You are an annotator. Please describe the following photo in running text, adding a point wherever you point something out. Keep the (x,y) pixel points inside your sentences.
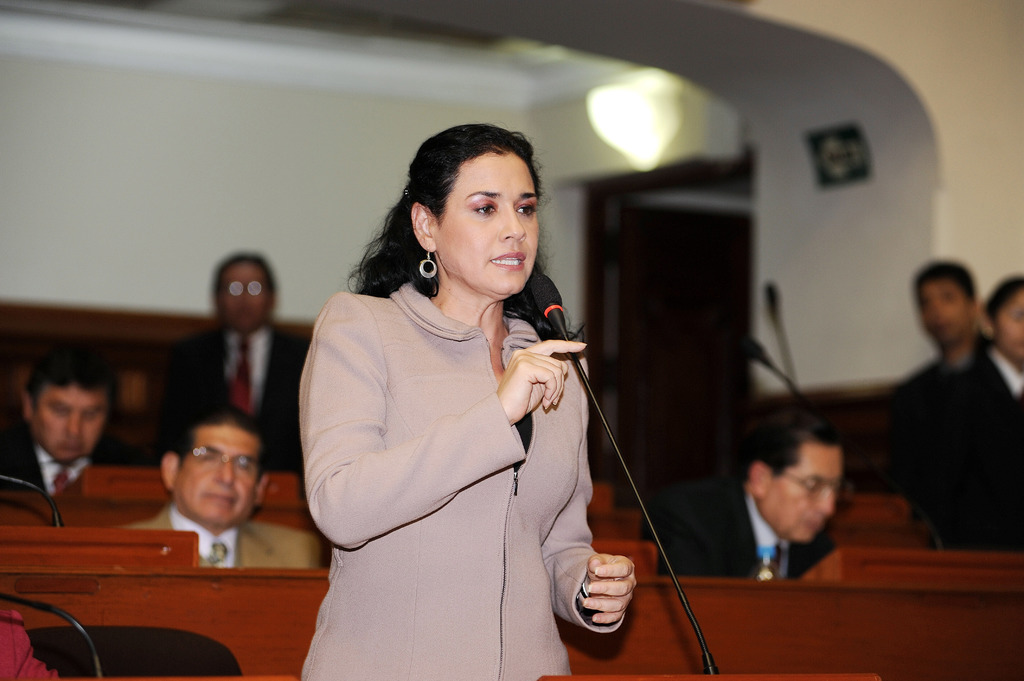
In the picture we can see a woman (336,632) standing and talking into the microphone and behind her we can see some people (773,476) are sitting near the desk (122,595) and few people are standing, and behind them we can see the door (619,282) and top of it we can see the light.
